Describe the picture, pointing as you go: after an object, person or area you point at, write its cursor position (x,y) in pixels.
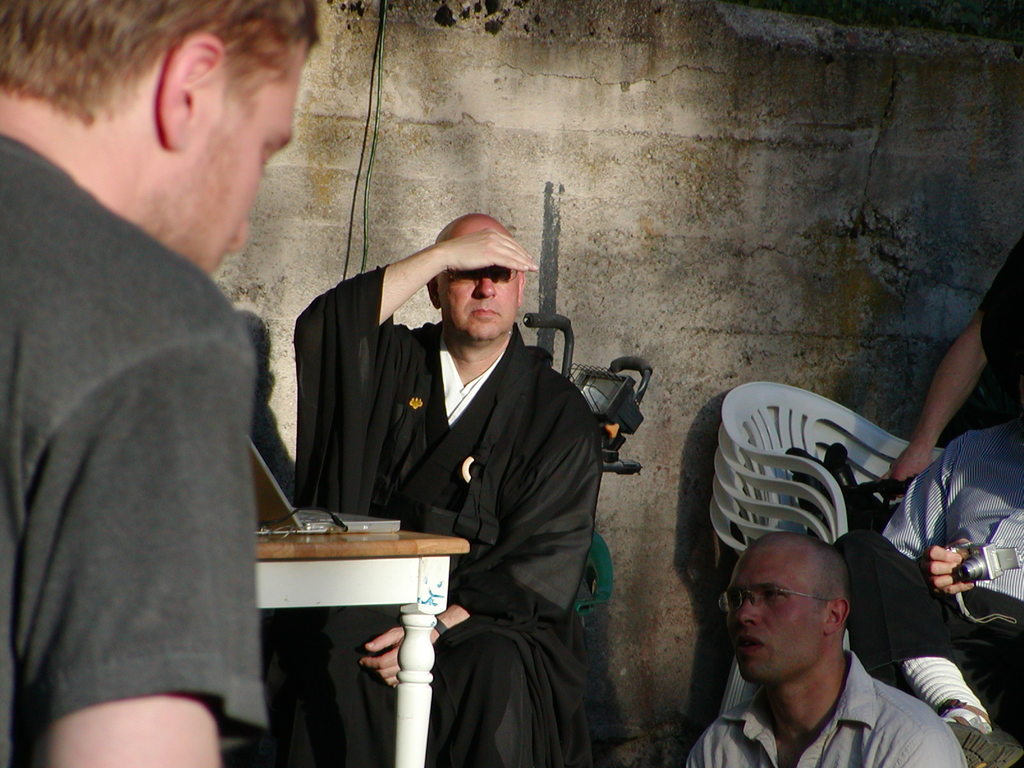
There is one man (534,527) sitting on a chair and wearing a black color dress (456,503) in the middle of this image (460,504). We can see another person (158,442) on the left side of this image (140,420) and some persons (953,470) on the right side of this image (918,675). We can see chairs (781,422) which is in white color and there is a wall (667,262) in the background (656,219). There is a table (398,585) at the bottom of this image (380,583).
